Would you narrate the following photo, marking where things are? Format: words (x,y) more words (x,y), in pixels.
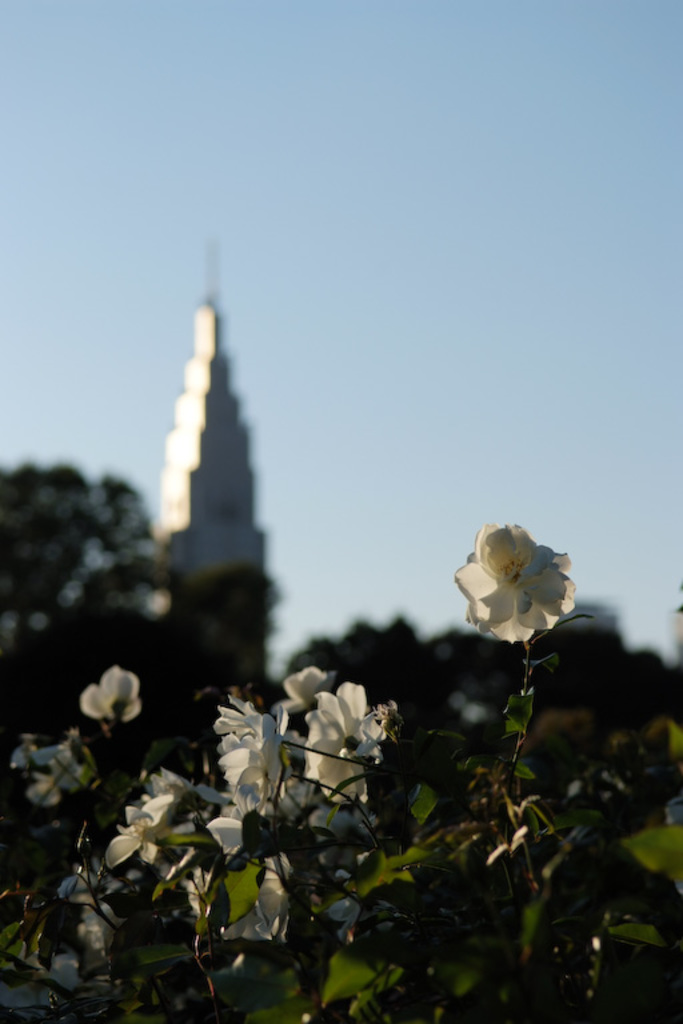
In this image we can see plants (299,808), flowers (534,631), trees (378,676), and a tower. In the background (243,344) there is sky (237,294).
